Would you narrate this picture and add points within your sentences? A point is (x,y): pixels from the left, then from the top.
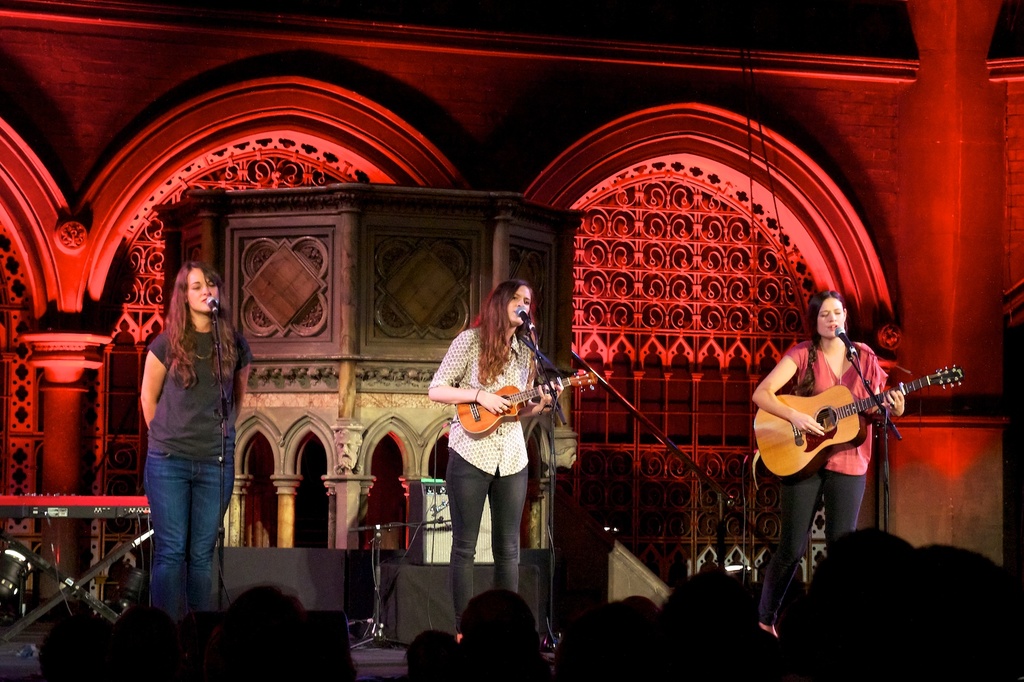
In this image there are three lady persons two of them are playing guitar (794,434) and at the left side of the image (145,407) there is a person (186,434) standing and singing and at the background of the image (834,212) there is a red color wall (740,158).
